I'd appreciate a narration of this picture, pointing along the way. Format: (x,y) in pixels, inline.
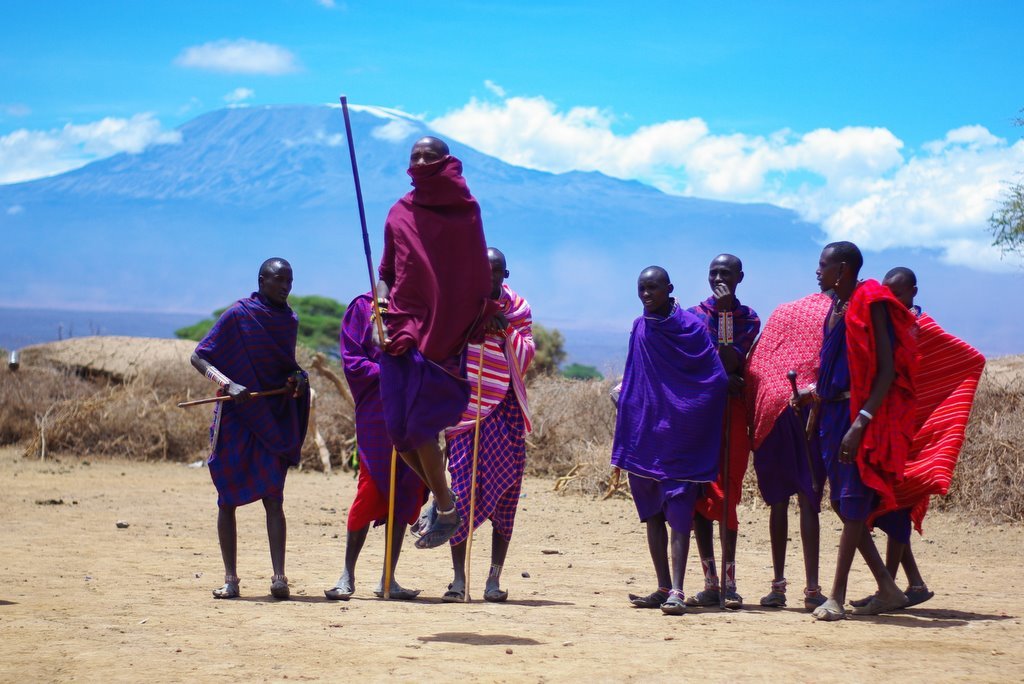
In this image, I can see a person (424,279) jumping in the air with a stick (394,478). I can see group of people (251,359) standing. In the background (554,280), I can see a mountain (136,256) and trees (323,299). These are the clouds (538,109) in the sky (861,108).
